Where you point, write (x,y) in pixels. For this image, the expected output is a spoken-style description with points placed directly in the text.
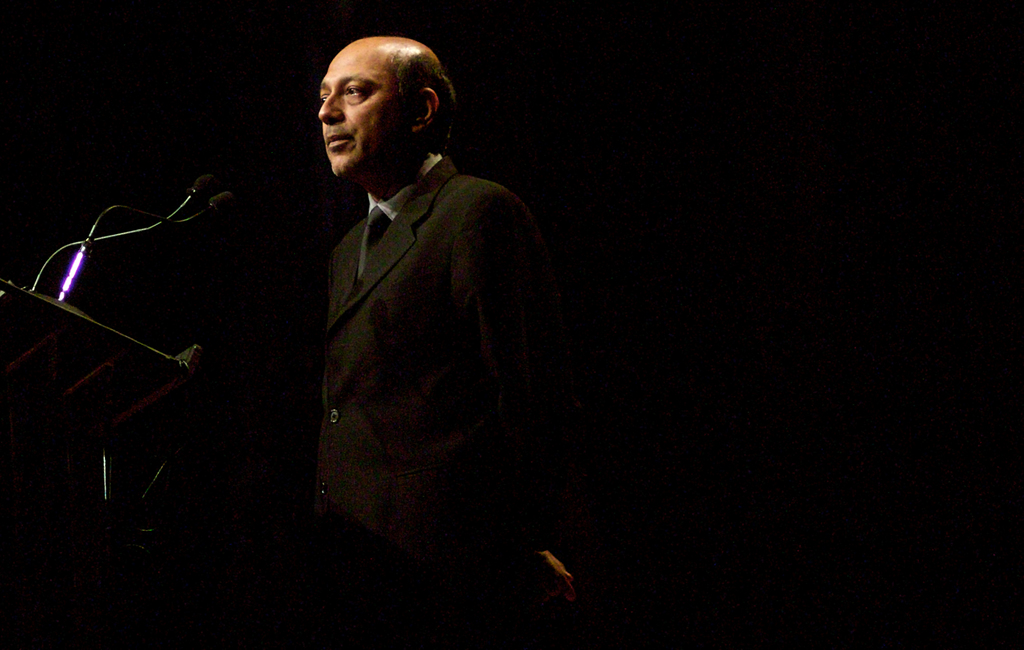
In this image I can see a person (420,331) standing, wearing a suit (355,588). There are microphones (219,198) and its stand (112,337) in front of him. There is a black background (516,25).
